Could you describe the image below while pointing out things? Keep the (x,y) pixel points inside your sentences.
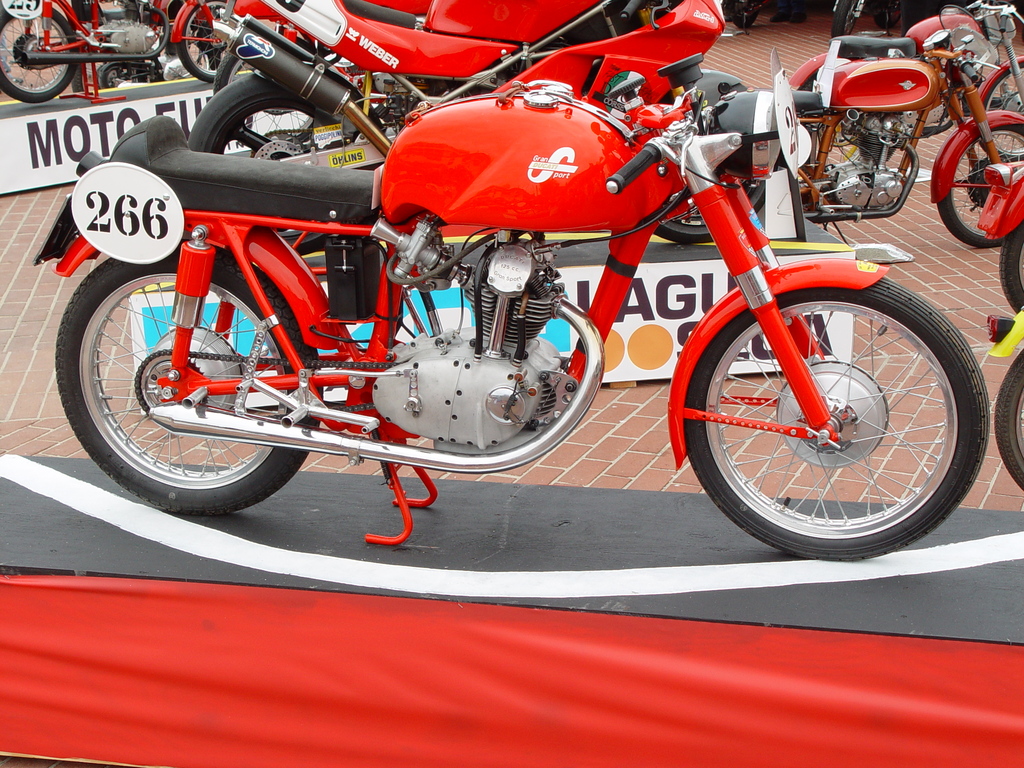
In this image, we can see a motor bike (810,448) is parked on the black table (452,564). Here we can see a red cloth (360,710). Background (1,343) we can see few vehicles (128,3) and floor (619,422). Here we can see banners (80,124).
